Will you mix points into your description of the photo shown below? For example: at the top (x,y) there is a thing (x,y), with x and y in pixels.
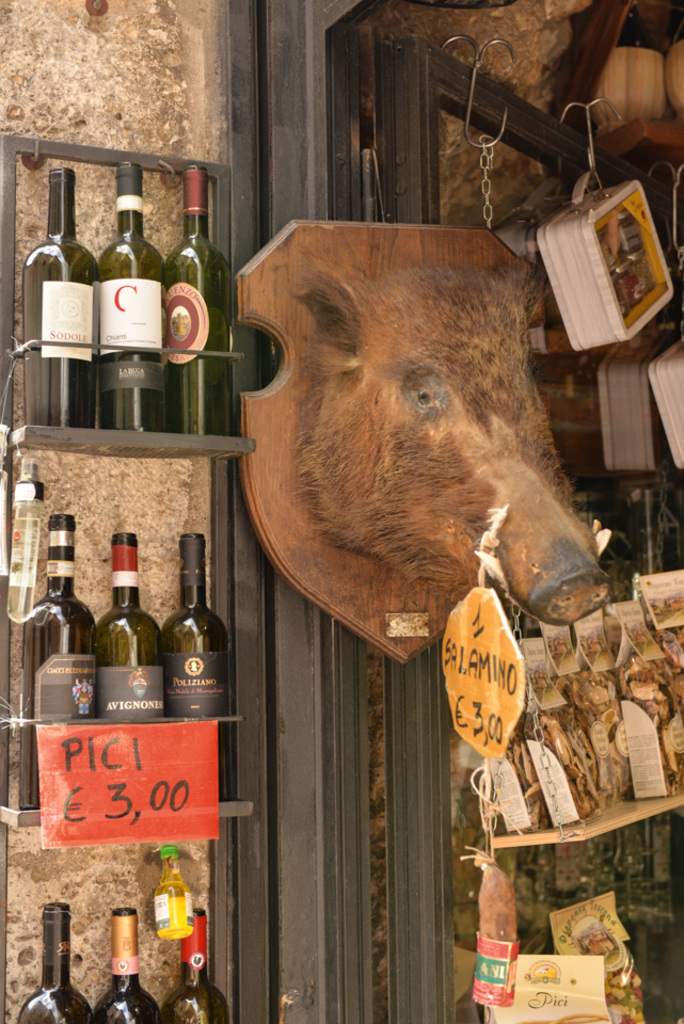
In this image we can see beverage bottles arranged in the cupboards (118,718), price tags (161,786), decor (342,599) and tins (591,270) hanged to the hooks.
